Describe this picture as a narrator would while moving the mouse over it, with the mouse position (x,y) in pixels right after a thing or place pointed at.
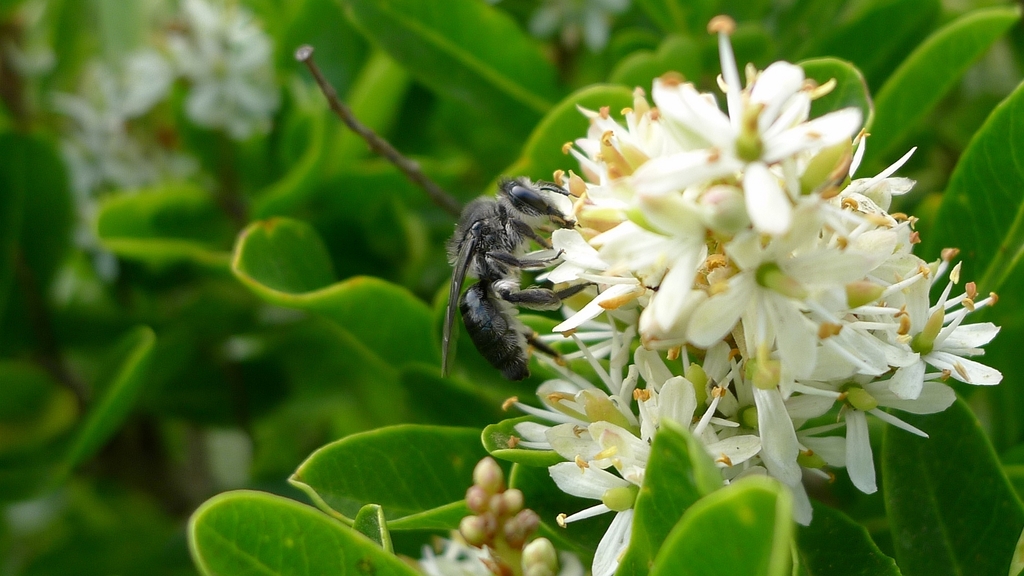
As we can see in the image there are plants (904,66), flowers (669,276) and an insect (509,293).
